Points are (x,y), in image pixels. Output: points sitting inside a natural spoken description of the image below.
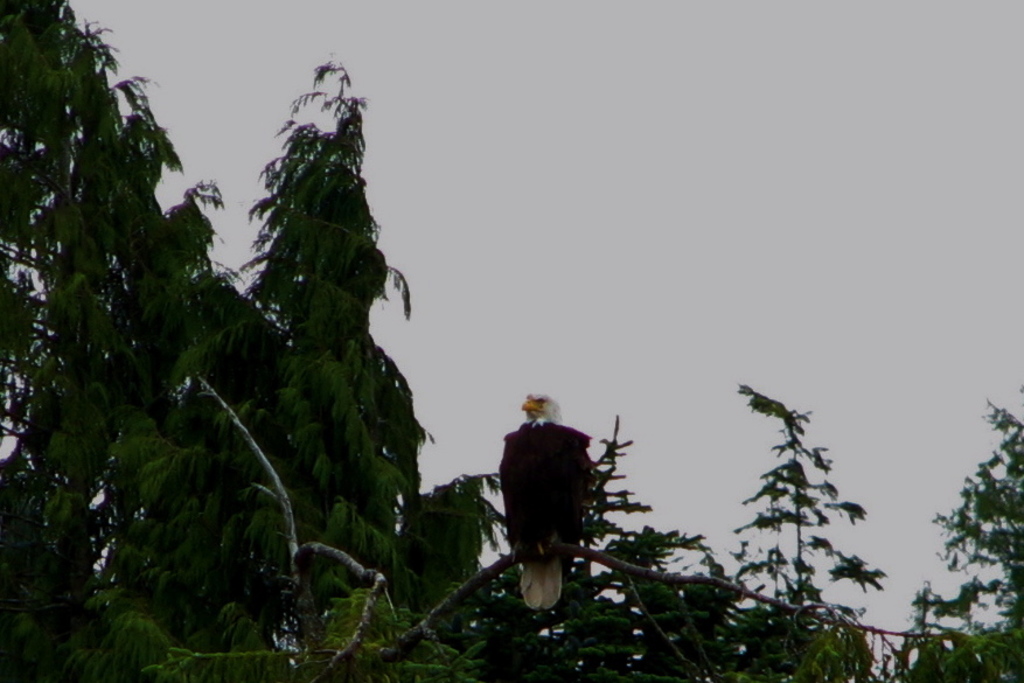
In the center of the image (544,408) we can see a bird (533,446) is present on a stem (434,621). In the background of the image (602,622) we can see the trees (1020,526). At the top of the image (799,164) we can see the sky (543,241).
